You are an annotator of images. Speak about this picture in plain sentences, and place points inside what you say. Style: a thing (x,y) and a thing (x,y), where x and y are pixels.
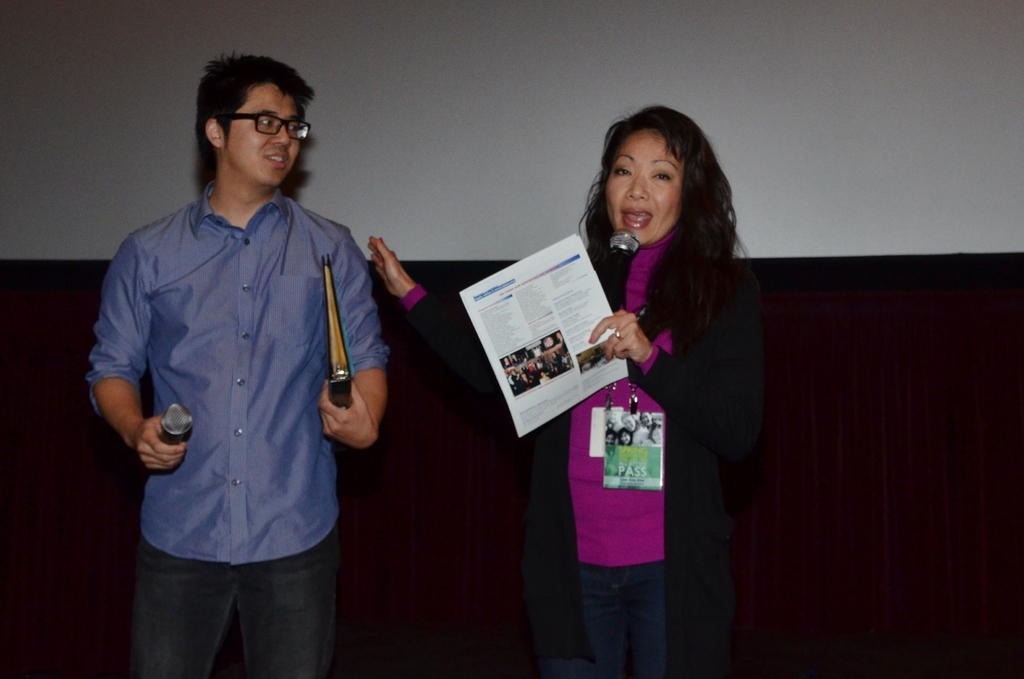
In this image we can see there are two people (582,678) standing one the left side (256,96), another on the right side (711,627) and both are holding a mike (615,245).
